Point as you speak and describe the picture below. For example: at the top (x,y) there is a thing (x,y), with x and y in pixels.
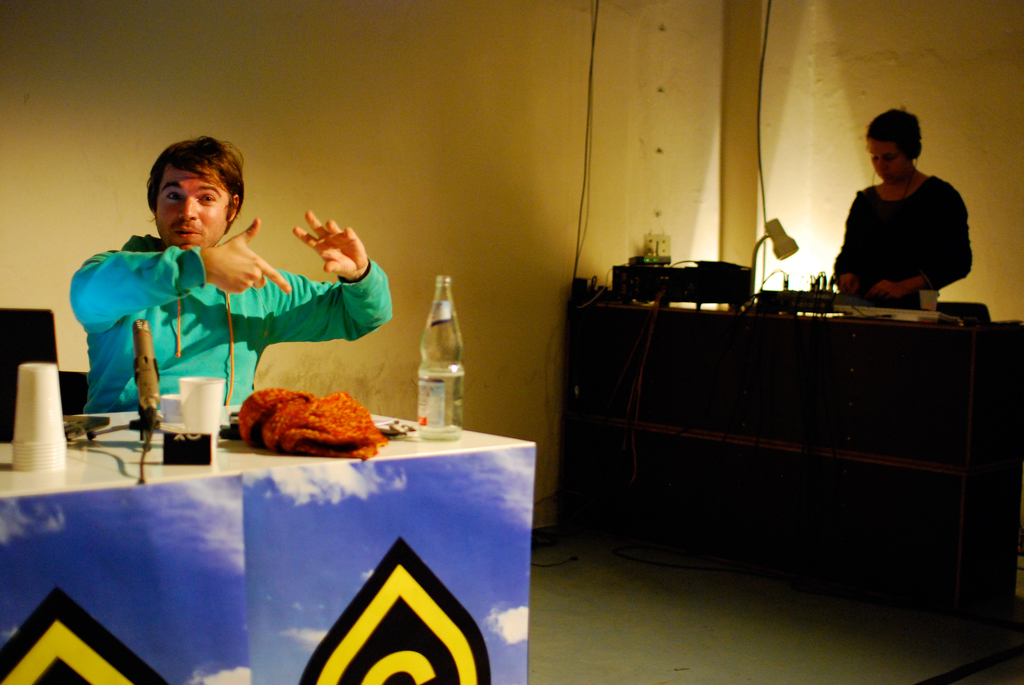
In this picture there is a man (185,333) sitting in the chair (65,381) in front of a table (205,469) on which a cloth (293,413), bottle (428,360), cups (192,402) were placed. In the background (922,223) there is another person (876,232) standing near the desk (824,321). There is a lamp (790,243) and a wall (474,132) here.
